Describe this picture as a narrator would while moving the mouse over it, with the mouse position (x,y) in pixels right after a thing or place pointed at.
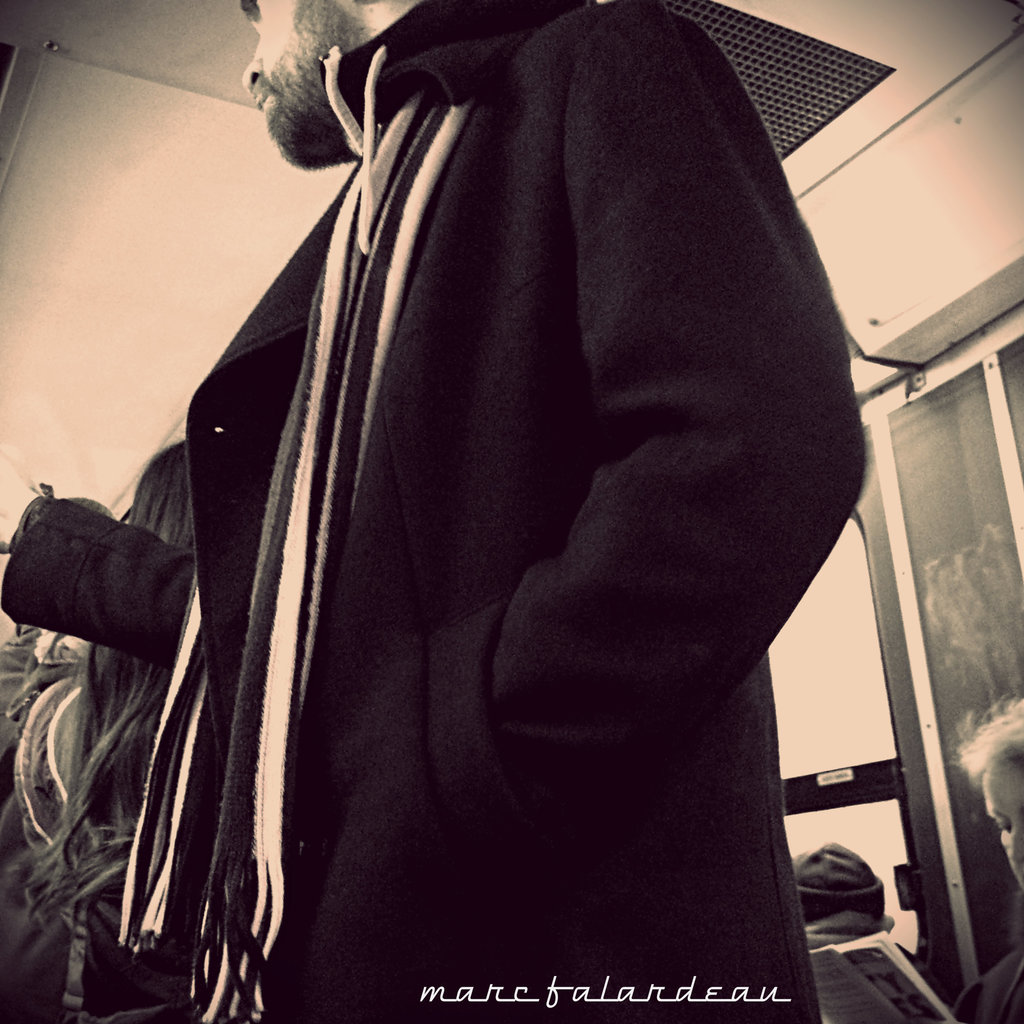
In this image there are group of persons (572,654) standing and sitting. There is a window (893,737) on the right side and there is a door (900,666) which is white in colour.
